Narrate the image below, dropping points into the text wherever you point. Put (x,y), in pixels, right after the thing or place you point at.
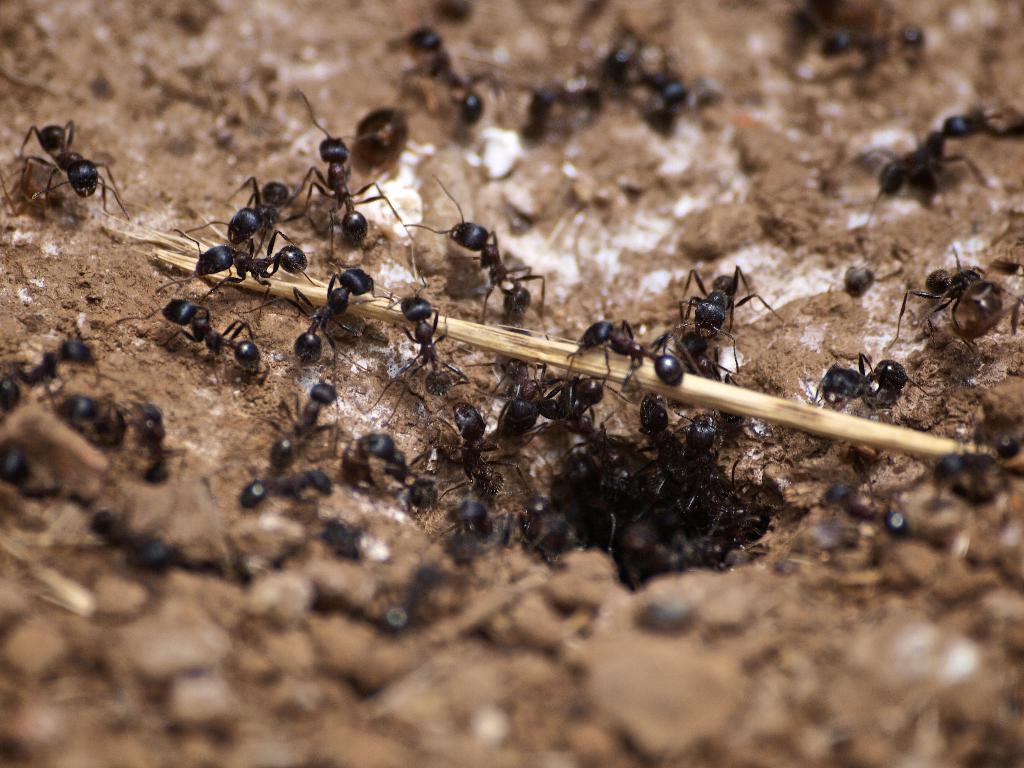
In the image there are many black ants (710,299) on the sand surface (534,30).
